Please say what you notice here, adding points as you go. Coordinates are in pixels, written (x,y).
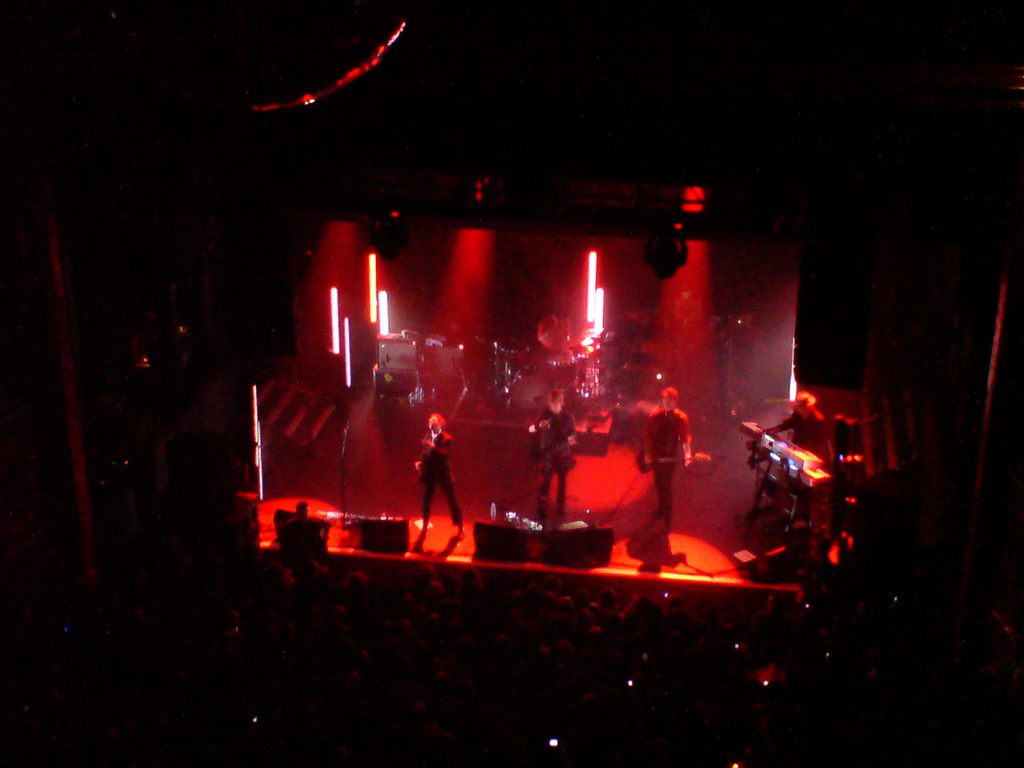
In this image there are group of people (305,737), and there are musical instruments (767,443), four persons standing and holding the musical instruments (779,447), there are speakers (402,397) on the stage (327,463), and there are focus lights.
